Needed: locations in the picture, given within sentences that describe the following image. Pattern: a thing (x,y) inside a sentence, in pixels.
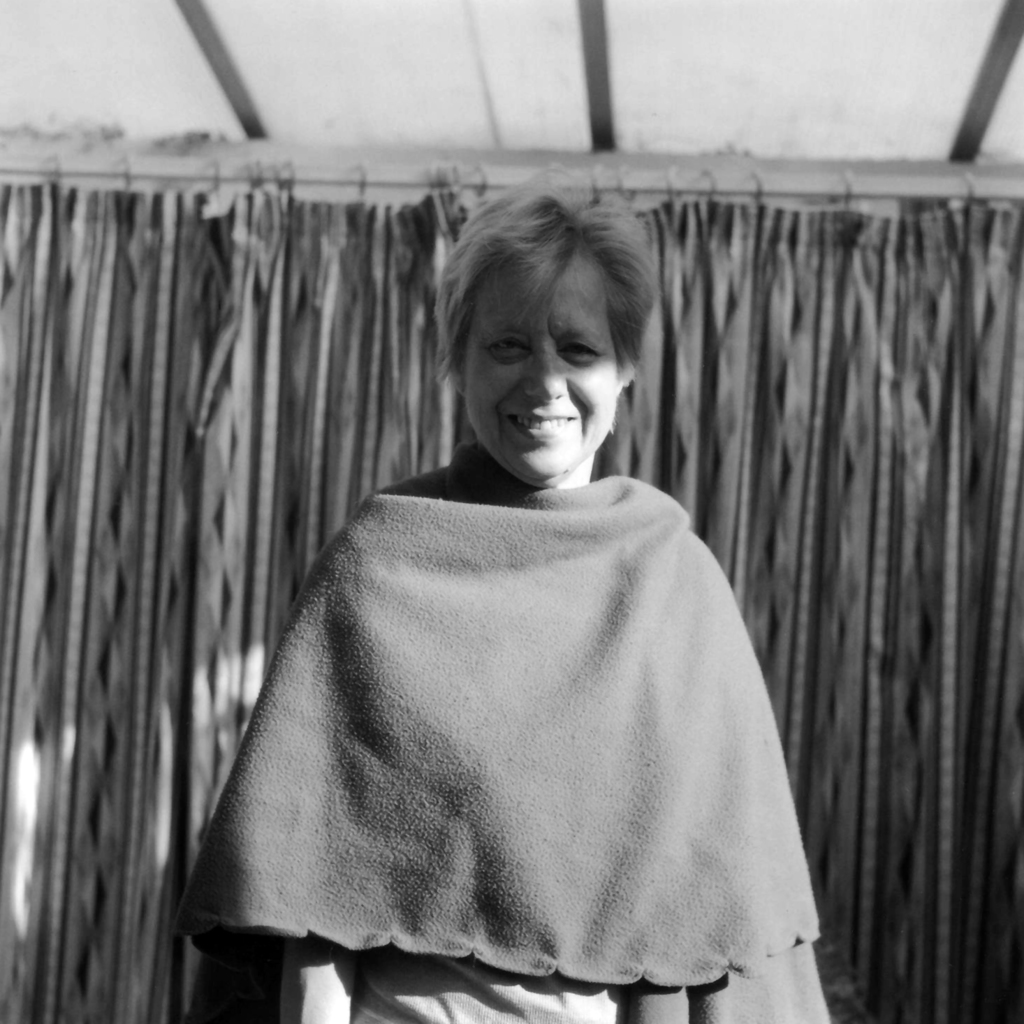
In this picture we can see a woman (337,654) smiling and in the background (333,275) we can see curtains (209,361), some objects (276,138).
